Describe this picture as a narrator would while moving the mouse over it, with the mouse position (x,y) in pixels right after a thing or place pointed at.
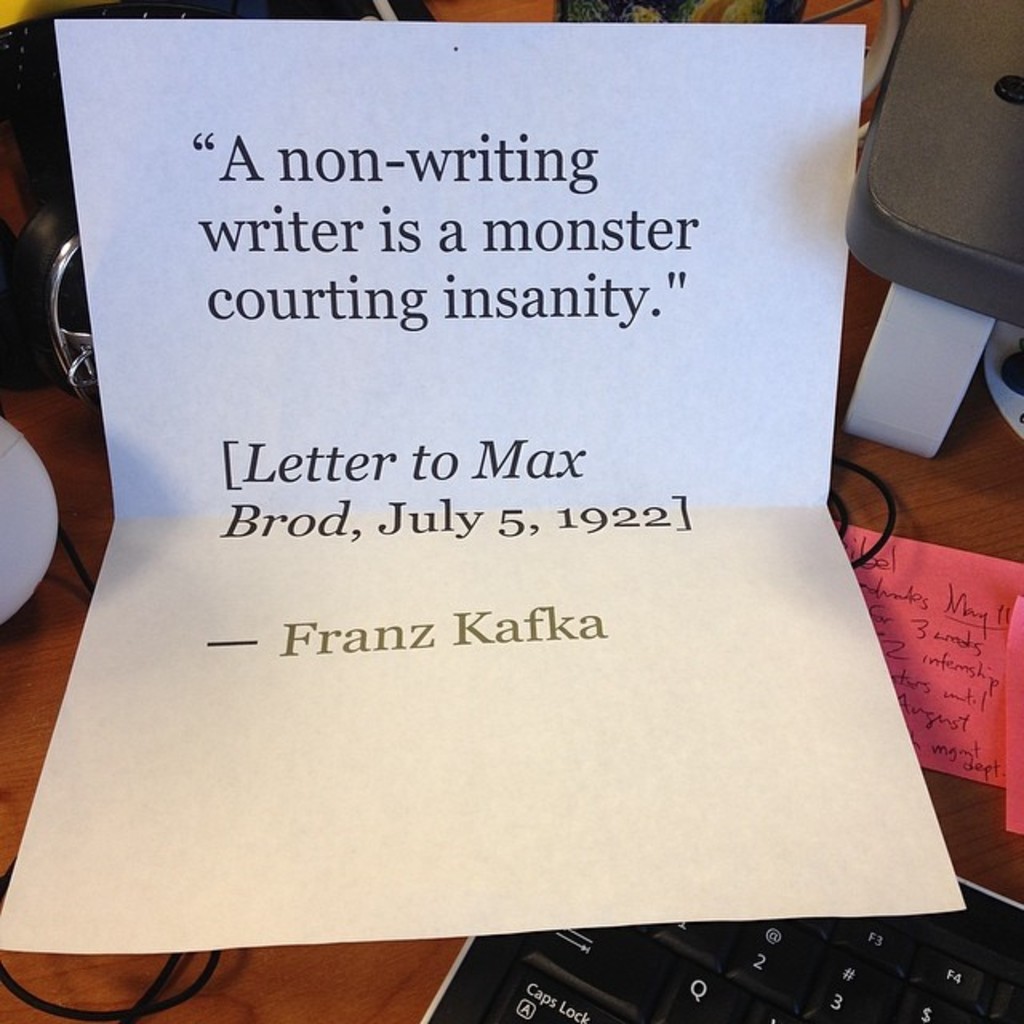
This image consists of a paper (511,499) in which there is a text (461,163). At the bottom (651,978), we can see a keyboard (537,1023). On the right (949,333), it looks like a monitor (897,423). This all are kept on a table (240,1011) made up of wood (1009,518).
